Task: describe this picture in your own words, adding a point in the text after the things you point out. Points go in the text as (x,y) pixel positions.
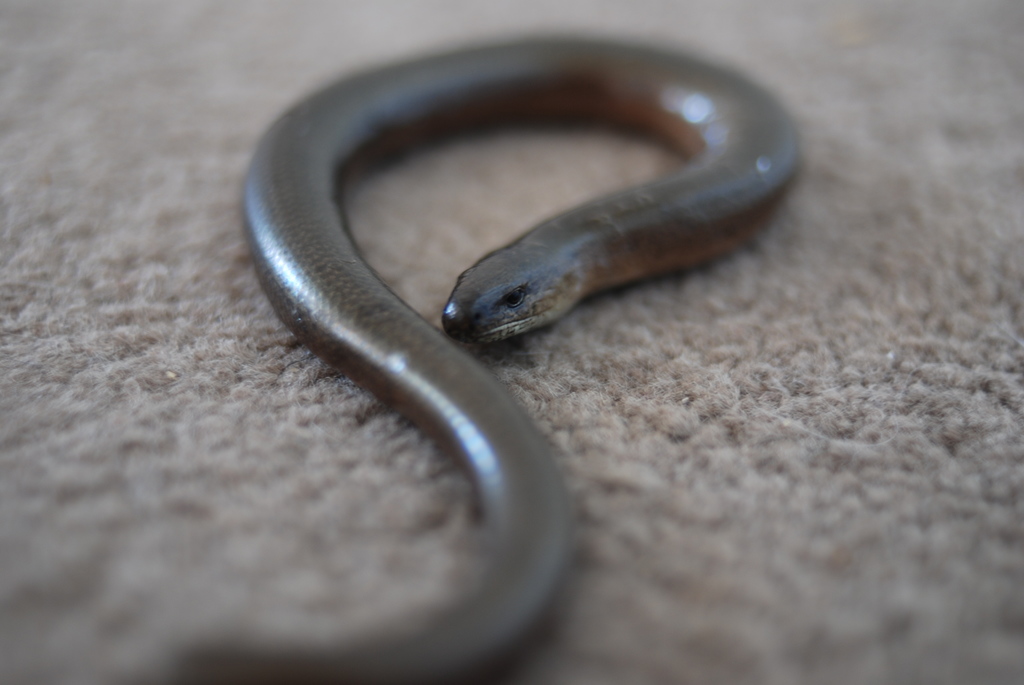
In this image in the center (429,361) there is a snake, and at the bottom (781,483) it looks like a carpet (626,491).
